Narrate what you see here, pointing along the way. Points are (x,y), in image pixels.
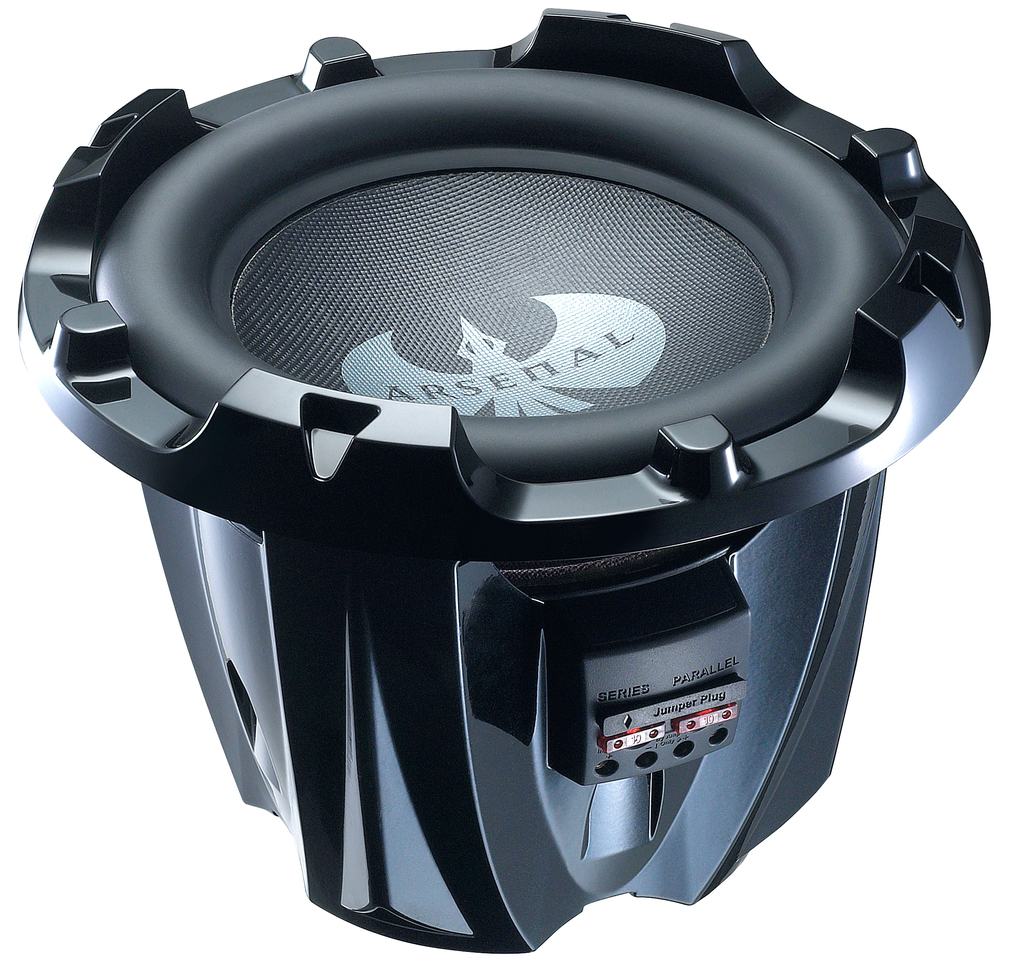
In this image I can see a subwoofer (472,720). The background (958,68) is in white color.
